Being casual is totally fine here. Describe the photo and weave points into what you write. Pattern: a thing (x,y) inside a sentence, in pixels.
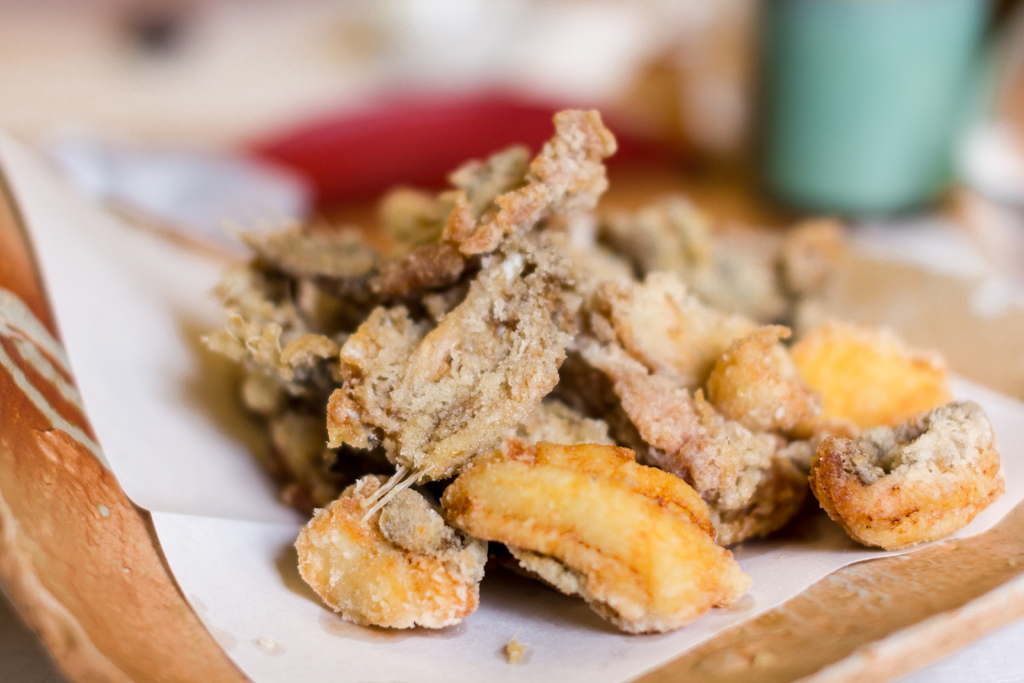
In this picture we can see food (576,325) and a tissue paper (249,511) in the plate (931,591), and we can see blurry background (950,73).
